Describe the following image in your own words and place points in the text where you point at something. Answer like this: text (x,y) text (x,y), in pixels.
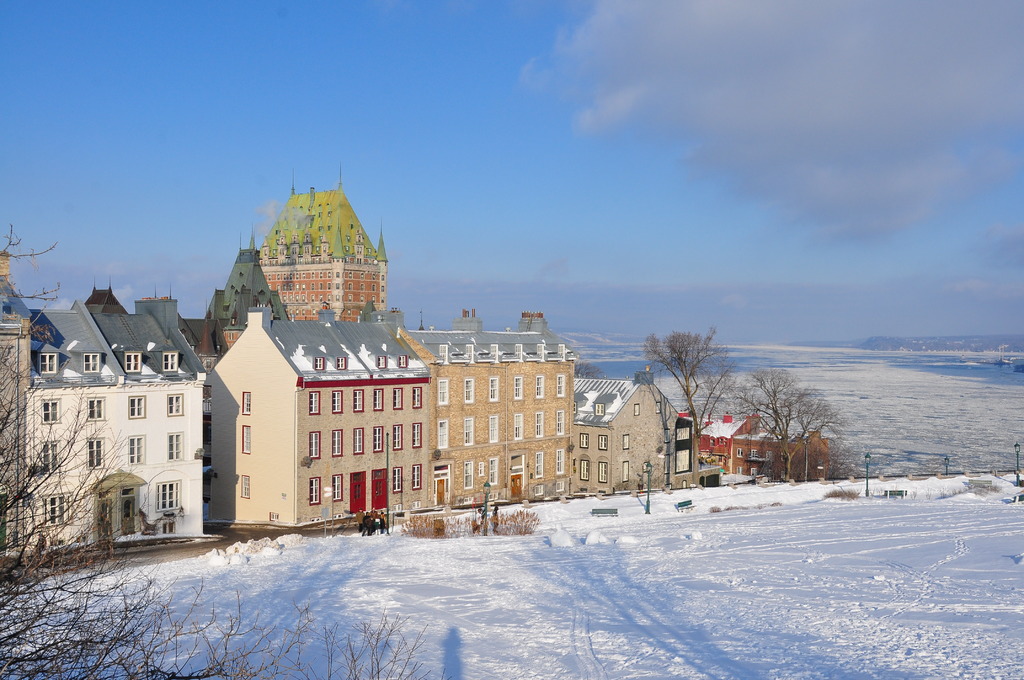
In this image we can see buildings (384,408) with windows (416,401). There are trees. On the ground (708,514) there is snow (839,585). In the background (634,118) there is sky (621,131) with clouds (656,60).
